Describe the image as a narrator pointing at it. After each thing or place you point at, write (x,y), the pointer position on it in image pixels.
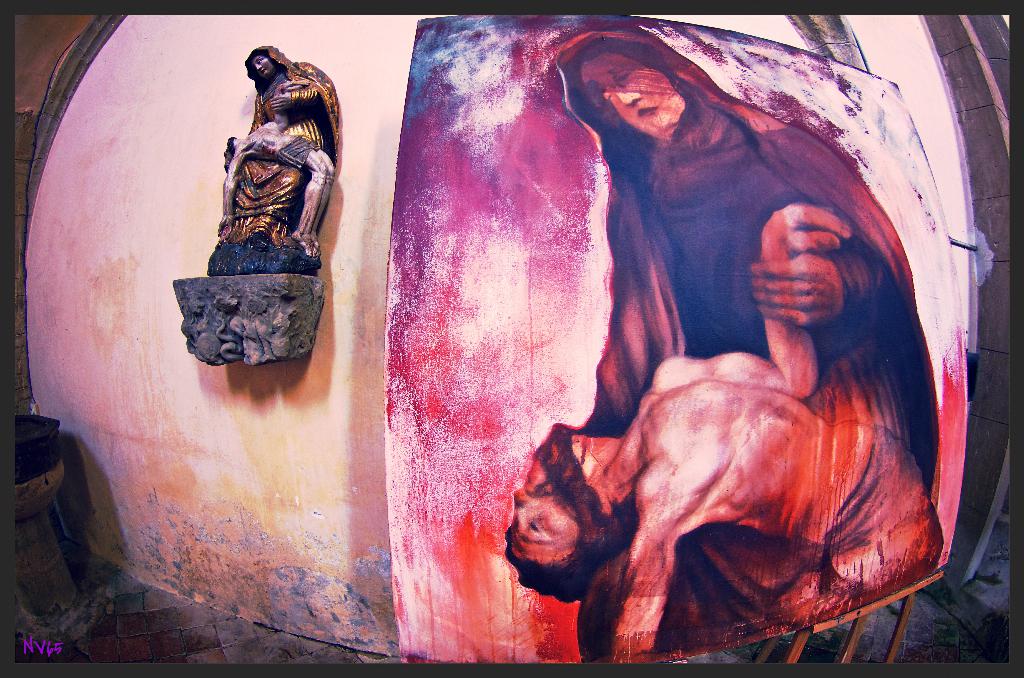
In this picture we can see some painting (672,313) and a wooden object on the right side (873,562). There is a text (26,644) in the bottom left (56,643). We can see an object (27,472) on the left side (47,454). We can see a statue (282,80) on the wall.
